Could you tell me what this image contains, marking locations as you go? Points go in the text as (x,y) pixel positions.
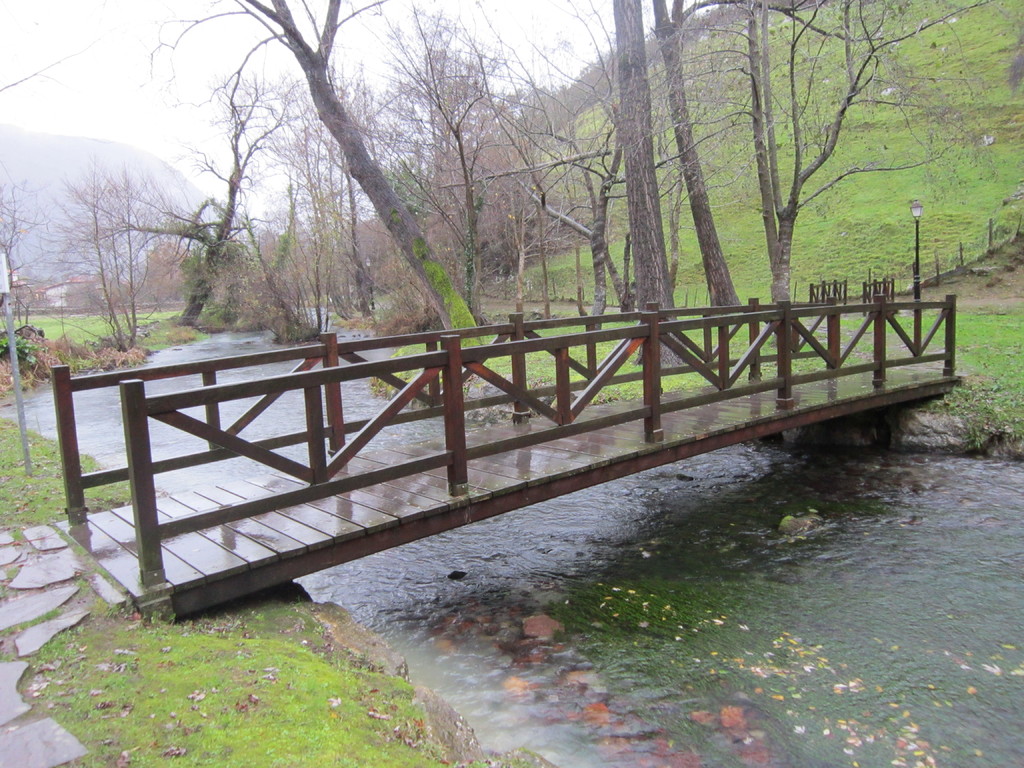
In the center of the image (439,462) we can see a bridge (761,357). In the background (458,316) there are trees (222,270), hills (78,175) and sky (225,66). At the bottom (540,584) there is water (602,574) and we can see grass (112,696). On the right (918,230) there is a pole (918,216).
